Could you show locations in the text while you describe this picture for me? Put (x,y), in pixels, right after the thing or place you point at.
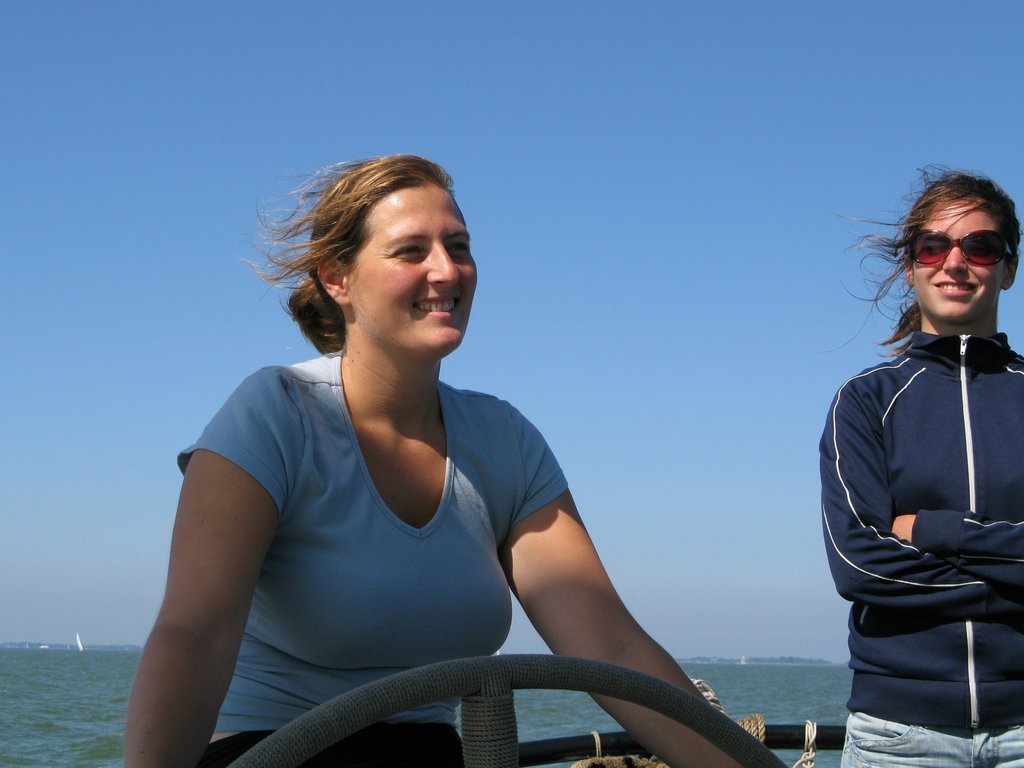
In this image we can see two ladies (969,330) standing in the boat (782,730). In the background (786,712) there is water (44,720) and sky (294,206).
